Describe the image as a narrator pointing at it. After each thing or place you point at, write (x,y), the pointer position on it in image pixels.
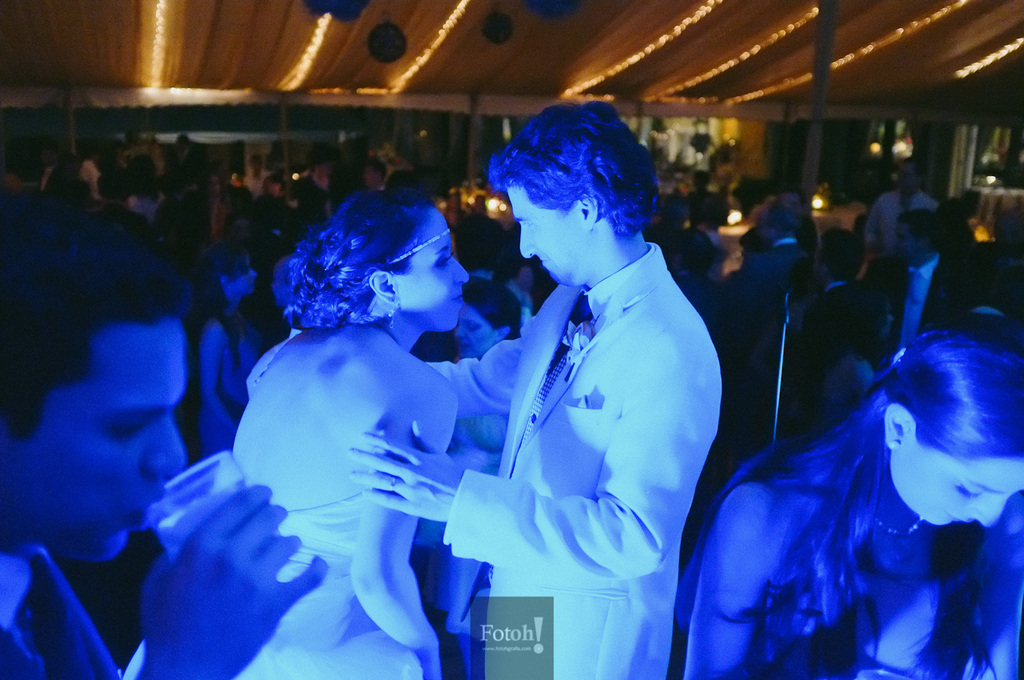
In front of the image there is a man (434,451) and a woman (361,444), at the bottom of the image (473,624) there is some logo (519,631) with text (497,629). On the left side of the image (112,420) there is a person (216,551) holding a glass (185,510) is drinking, on the right side of the image (819,510) there is a woman (819,510). In the background of the image (745,272) there are a few people (825,287). At the top of the image (830,57) there are some decorative lamps (305,66) on the roof (406,59) and there is a pillar (808,154) and on the tables (849,219) there are some objects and lamps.
